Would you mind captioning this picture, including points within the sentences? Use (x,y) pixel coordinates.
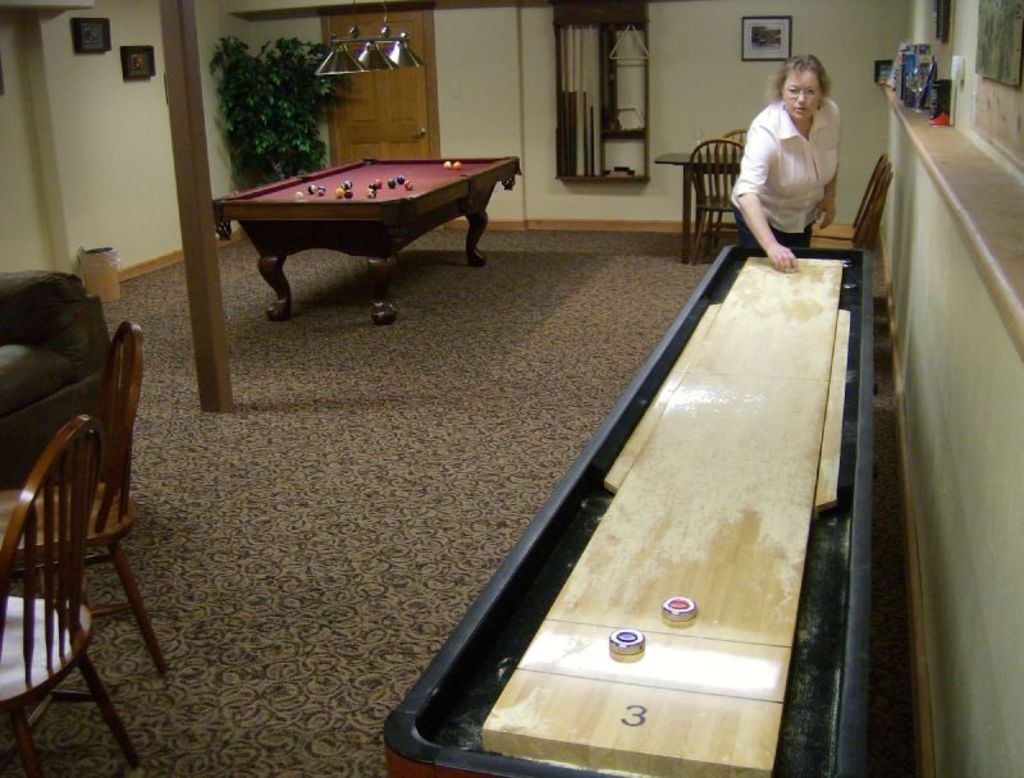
Here in the middle (392,319) we can see snooker board (240,214) with balls (374,182) present on it and at the right side (834,132) we can see a woman (780,91) and in front of her there is a board (691,580) and coins (620,630) present and at the left side (94,516) we can see chairs (79,420) and couch (67,312) present and that top we can see a plant (281,125).
